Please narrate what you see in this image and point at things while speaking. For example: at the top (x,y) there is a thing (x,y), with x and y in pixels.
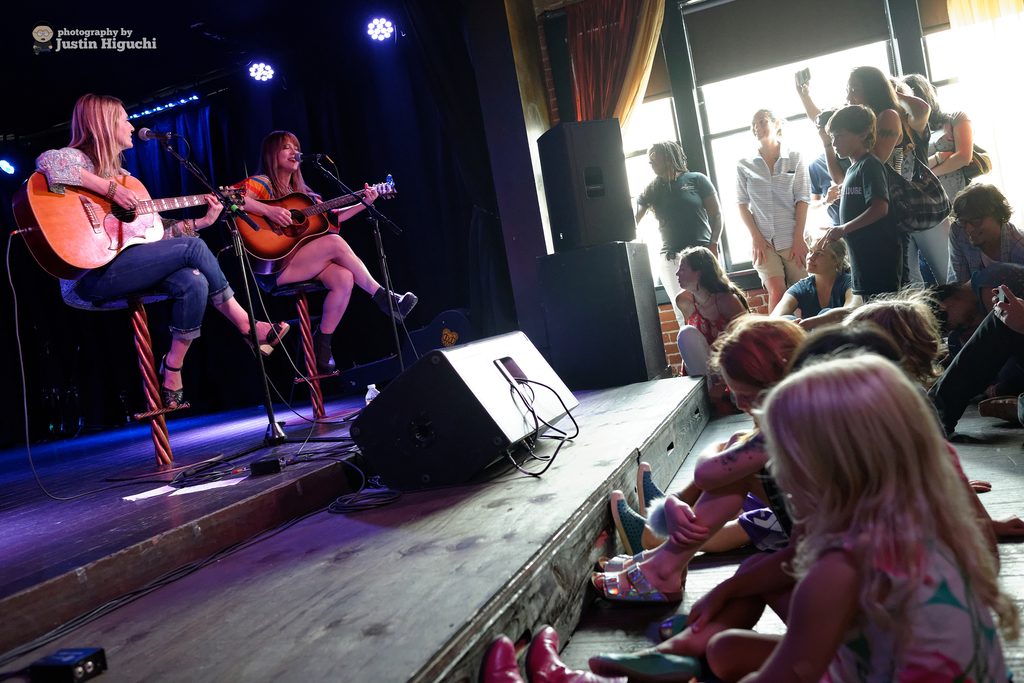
In this image i can see few children (832,505) sitting on the floor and few persons (879,170) standing beside the stage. On the stage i can see 2 women (213,269) sitting on chairs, holding guitars (126,245) in their hands (274,218). I can see microphones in front of them. In the background (240,140) i can see a curtain (230,129), few lights (257,75), few speakers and the window (688,95).
